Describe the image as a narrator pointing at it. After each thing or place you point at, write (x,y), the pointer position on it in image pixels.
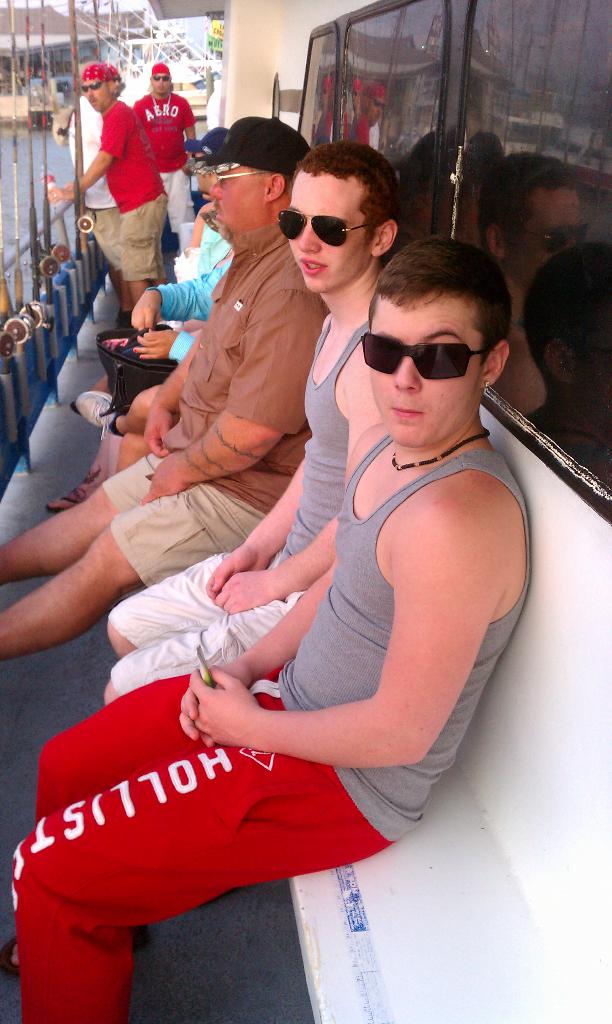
This is a boat (418,837) and we can see few persons (296,486) sitting on a platform (368,871) and few (136,112) are standing at the fence (67,268) and this is windows glass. In the background (66,218) we can see boats (128,72) on the water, poles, other objects (34,21) and sky (67,13).
